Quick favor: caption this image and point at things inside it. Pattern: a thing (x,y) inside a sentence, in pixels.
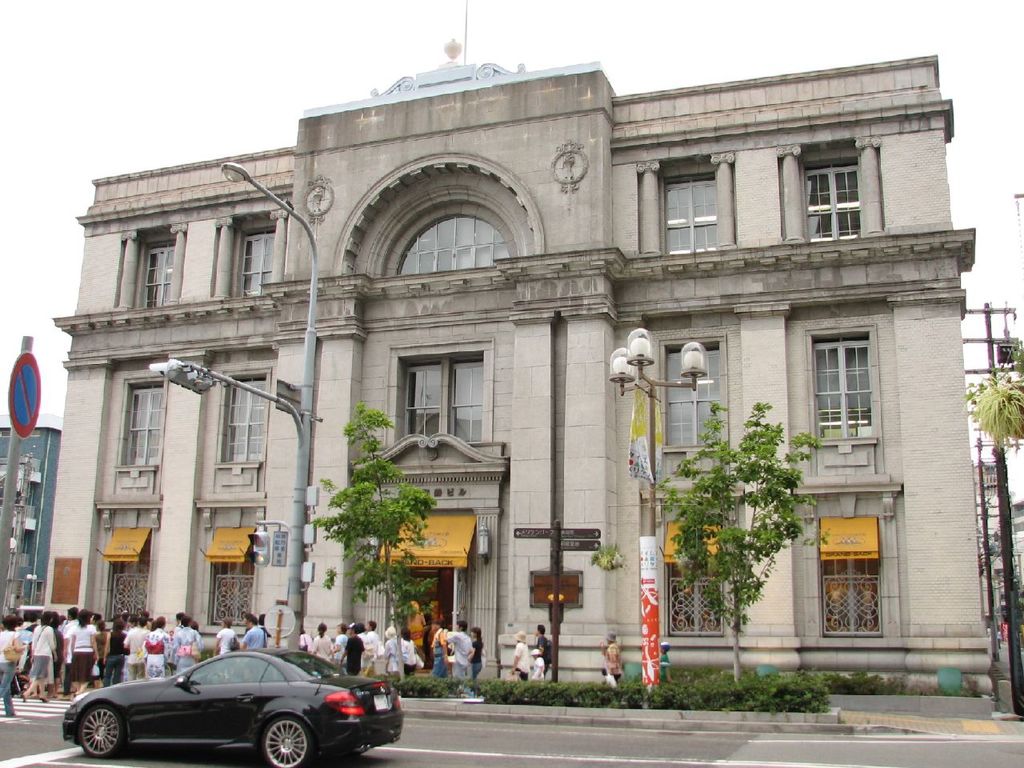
This picture describes about group of people (363,636), few (413,653) are standing and few (79,649) are walking, beside to them we can see a car (245,693) on the road (459,732), and we can find few poles (16,437), lights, trees (667,485) and a sign board (34,388), and also we can find few buildings (462,352).
